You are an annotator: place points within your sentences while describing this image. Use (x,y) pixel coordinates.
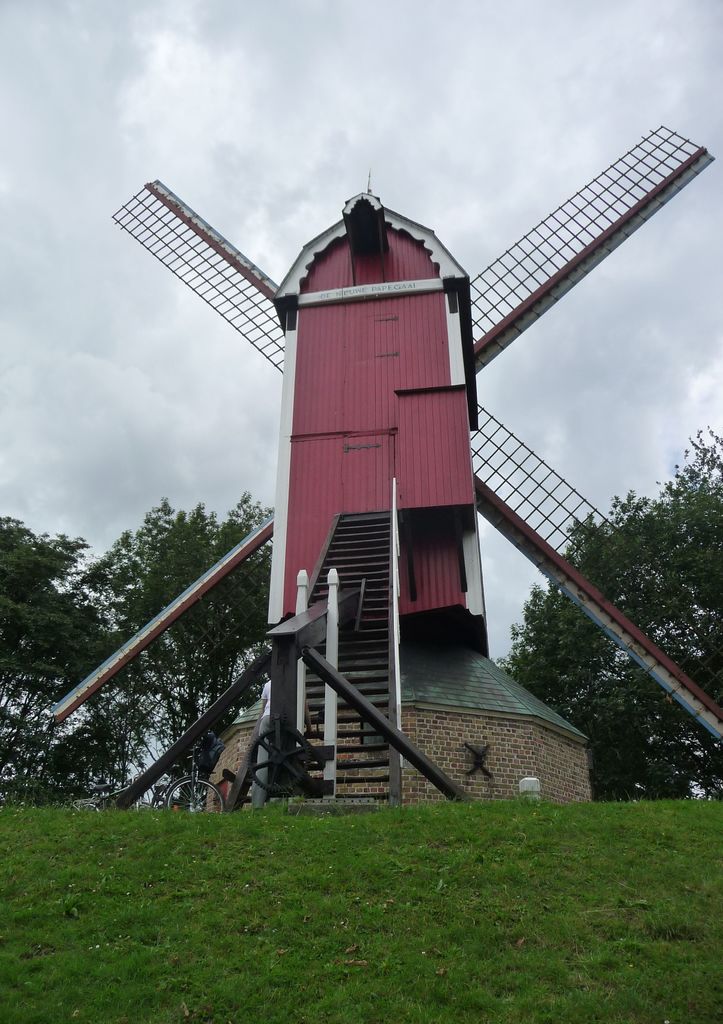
In this picture I can see the windmill (287,515). I can see the bicycle (198,779) on the left side (177,779). I can see green grass (477,903). I can see trees (48,624). I can see clouds (294,154) in the sky (294,154).
